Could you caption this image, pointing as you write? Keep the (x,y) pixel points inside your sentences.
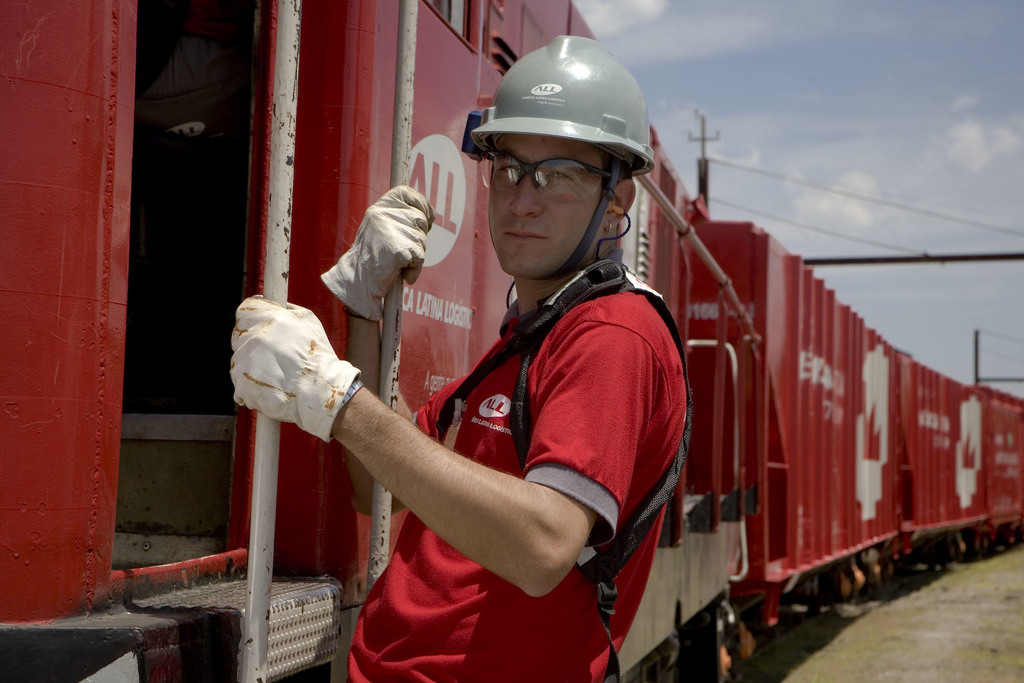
In this picture we can see a man (493,468), he wore a red color T-shirt (560,397), spectacles (551,195) and a helmet (540,82) and he is holding metal rods (384,382), beside to him we can find a train (751,456), in the background (826,259) we can see few poles (705,193).
